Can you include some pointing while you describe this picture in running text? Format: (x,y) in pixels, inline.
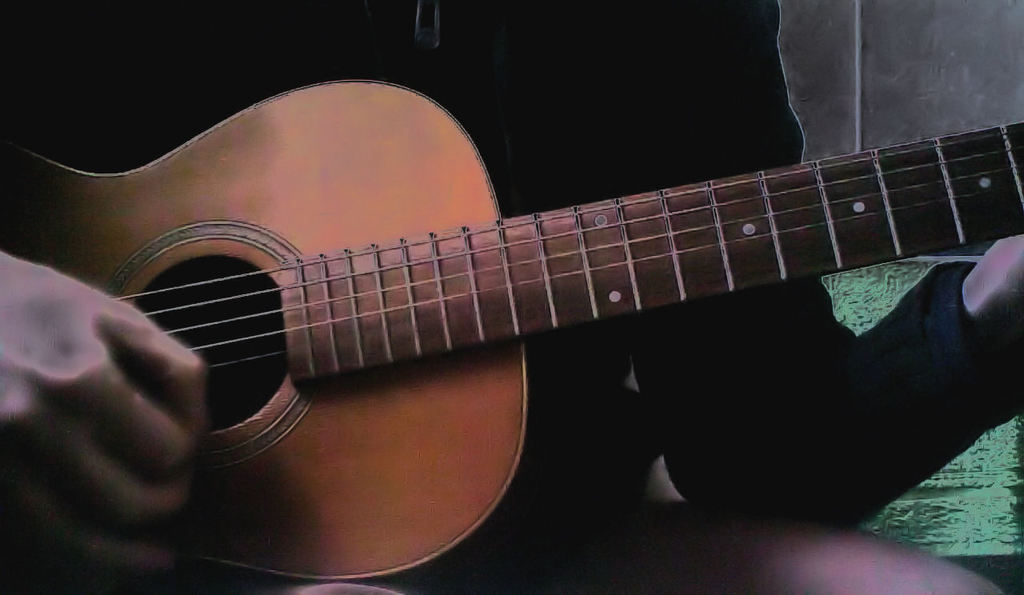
This image is an edited image. In the background (826,109) there is a wall (881,74). In the middle of the image (454,285) a person (131,317) is sitting and holding a guitar (374,358) in the hands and playing music.
